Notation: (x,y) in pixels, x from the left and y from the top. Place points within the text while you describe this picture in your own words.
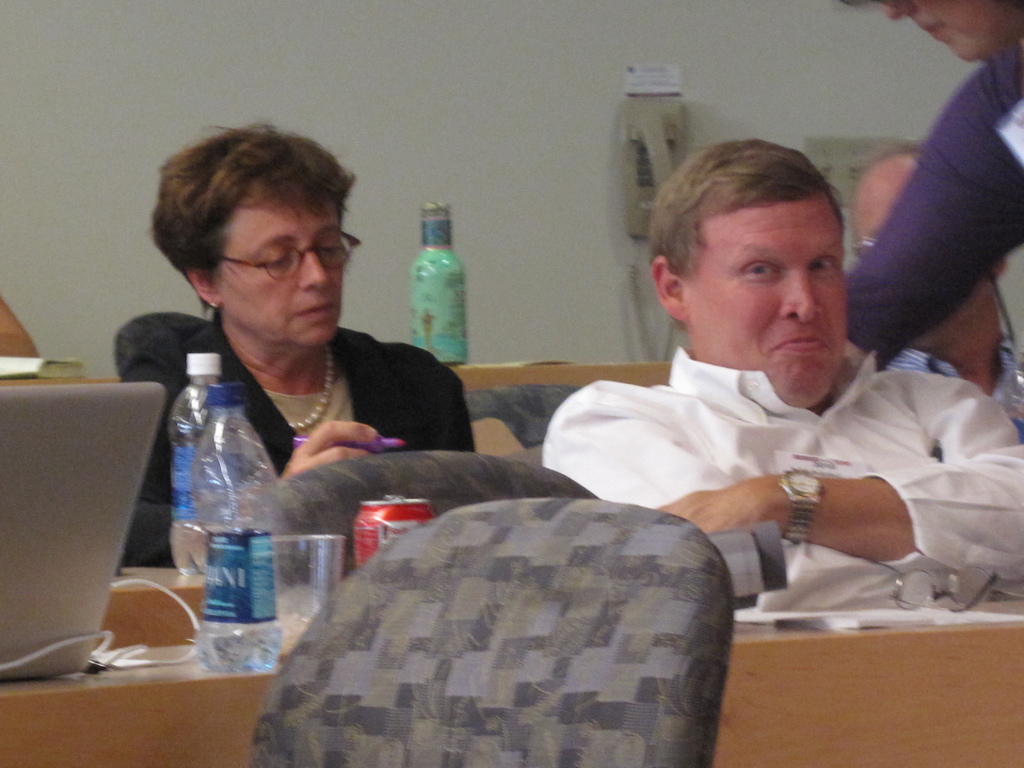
As we can see in the image there is a white color wall (157,134) and few people (212,136) sitting over here and there is a table (811,641). On table (819,663) there are bottles (204,510) and laptop (84,522).
